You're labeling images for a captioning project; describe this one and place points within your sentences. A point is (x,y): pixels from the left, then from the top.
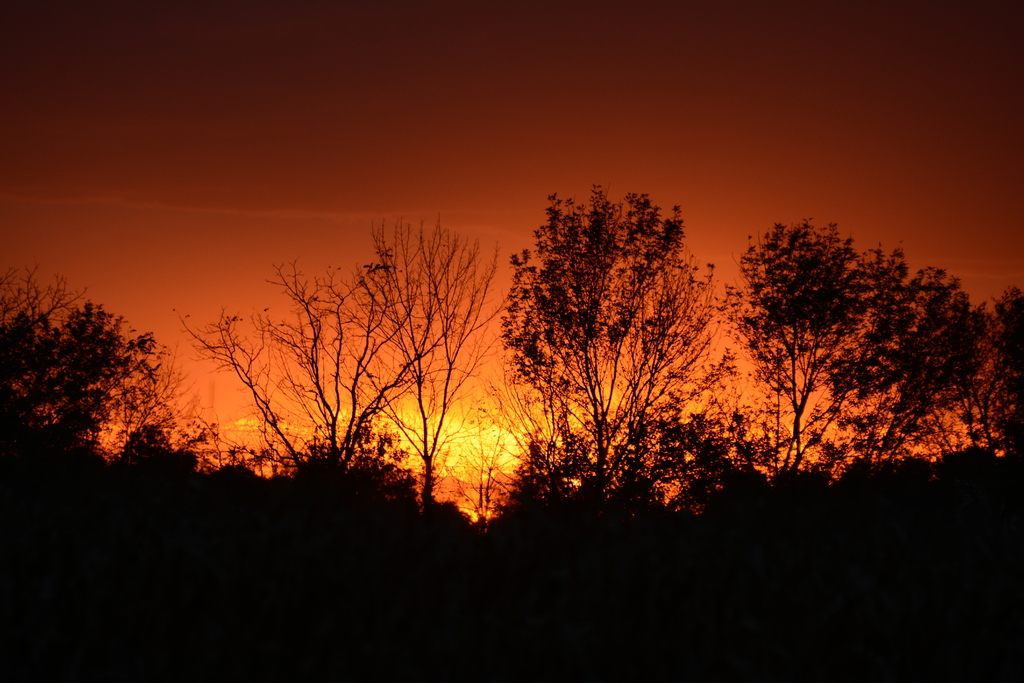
In this picture I can see few trees (385,502) and I can see sky (722,188) with sunlight (472,403).
